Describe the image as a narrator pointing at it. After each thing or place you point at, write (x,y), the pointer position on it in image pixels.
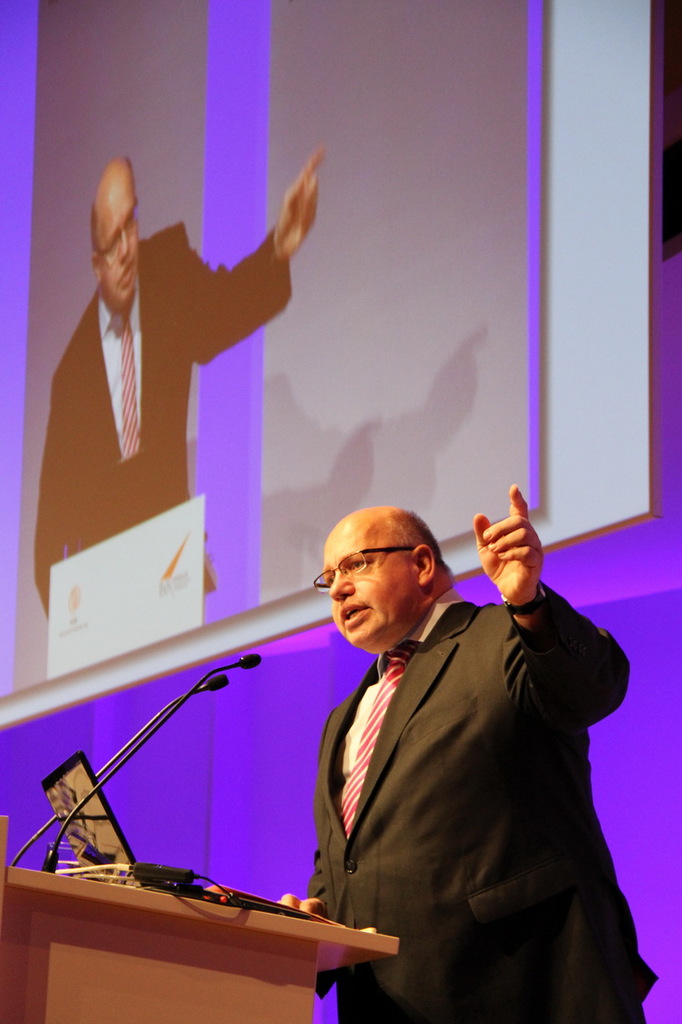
In this image there is a person (379,837) standing on the podium (99,996) is speaking in front of mics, on the podium (212,931) there is a laptop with cables (99,865), behind the person (381,827) there is a screen (129,229) on the wall (128,720).
